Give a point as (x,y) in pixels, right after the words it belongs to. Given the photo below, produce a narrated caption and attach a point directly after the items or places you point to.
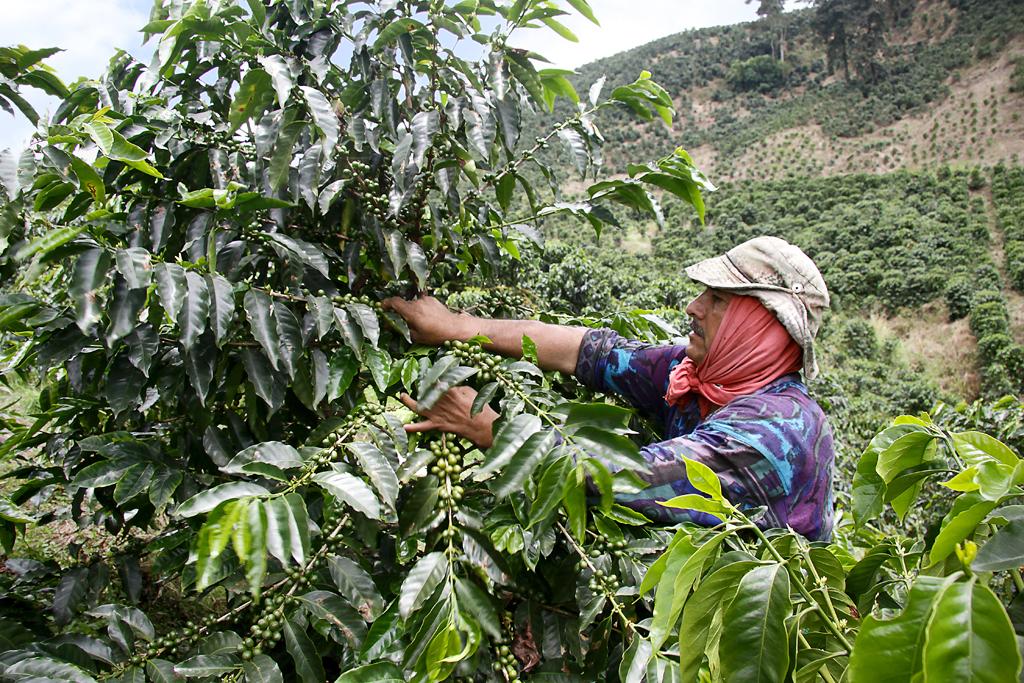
In the image there is a tree (279,446) with leaves (421,572) and fruits (268,605). There is a man (706,285) with cap (823,302) and cloth (714,345) is touching tree (416,345). Behind him there is a hill (719,45) with many trees (835,103) and also there is sky (629,0).
